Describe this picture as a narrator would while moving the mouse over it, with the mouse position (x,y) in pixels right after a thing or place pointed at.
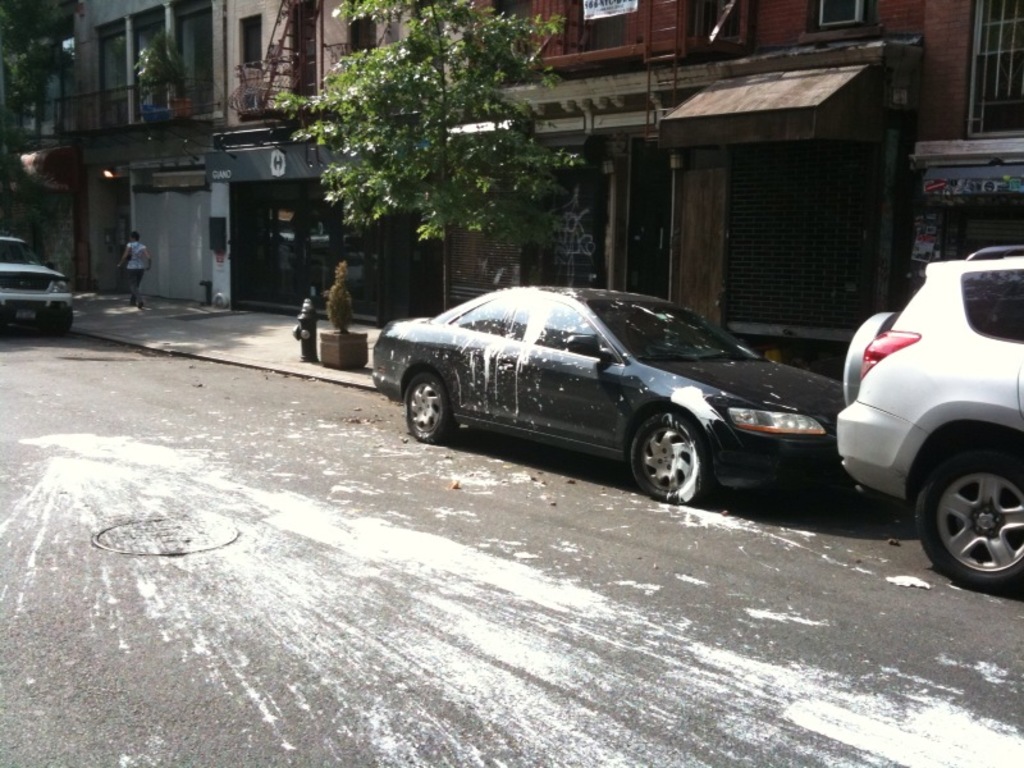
In this image we can see some buildings (735,123) with windows (710,28), ladders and the railing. We can also see some trees (471,190), a plant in a pot (357,348), a person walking on the footpath (242,328) and some cars (401,366) on the road (778,601). We can also see some white color on the road (593,616) and a car (604,420).
